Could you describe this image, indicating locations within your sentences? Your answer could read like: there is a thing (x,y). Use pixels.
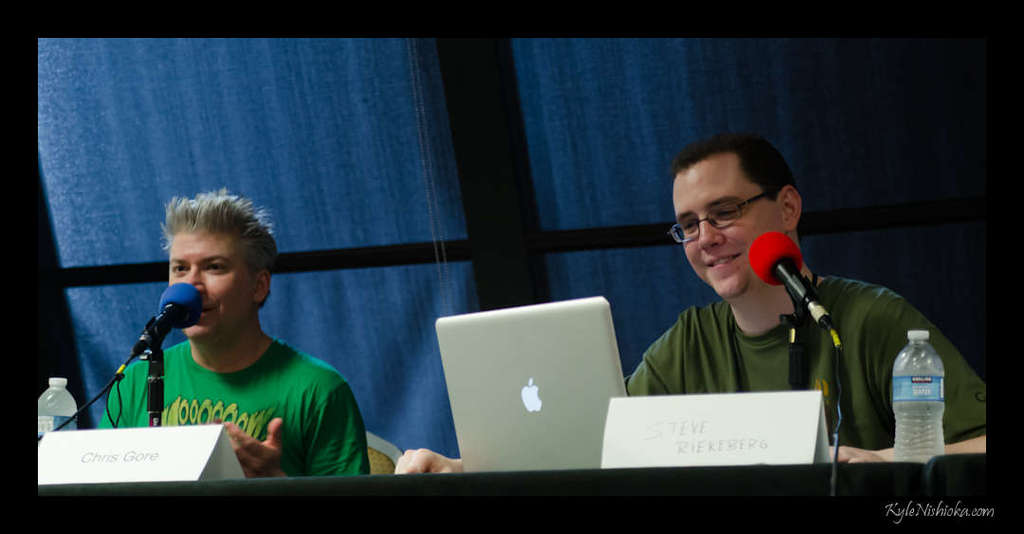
In the left side (297,404) a man (283,394) is there. He is speaking in the microphone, he wore a green color t-shirt (279,389). In the right side (726,232) there is a man (692,252) looking into the laptop (564,406) and here it is a water bottle (936,416).
